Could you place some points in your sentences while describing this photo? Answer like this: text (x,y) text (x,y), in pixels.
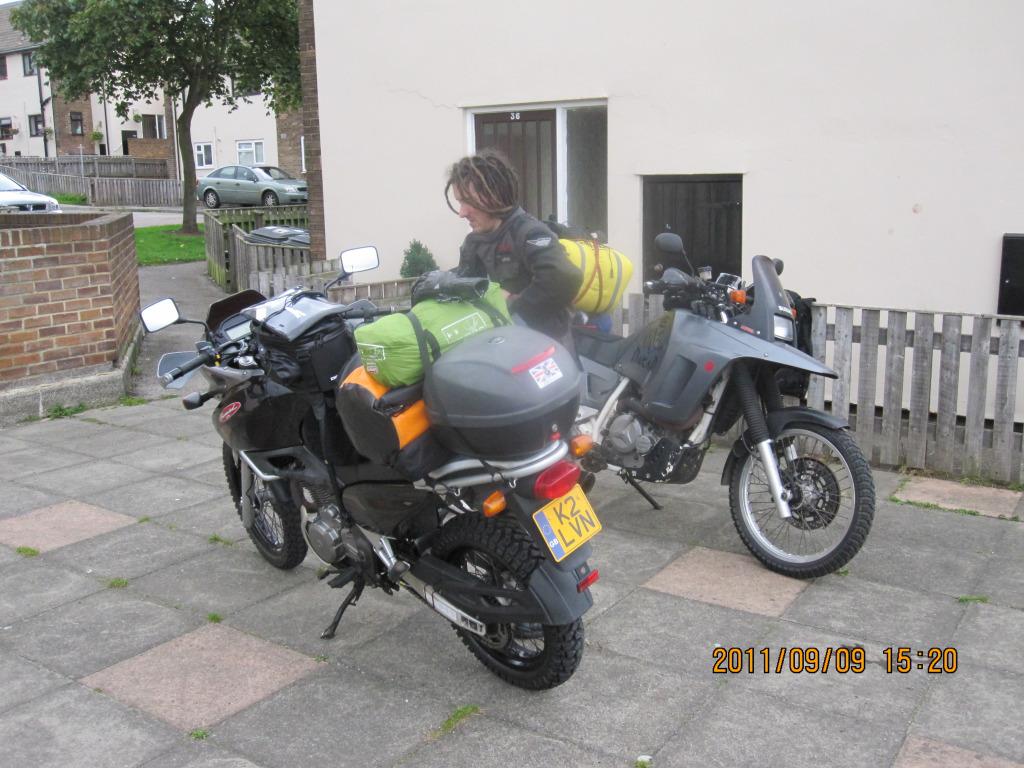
In the center of the image (544,464) there are bikes (595,363). There is a person (555,339). At the bottom of the image (365,679) there is floor (156,685). In the background of the image (236,139) there are buildings (587,167). There are trees (146,47). There is a fencing (235,232). To the left side of the image (76,244) there is a wall (40,251). There is a car (15,181). To the right side of the image (750,654) there is a text (818,663).
